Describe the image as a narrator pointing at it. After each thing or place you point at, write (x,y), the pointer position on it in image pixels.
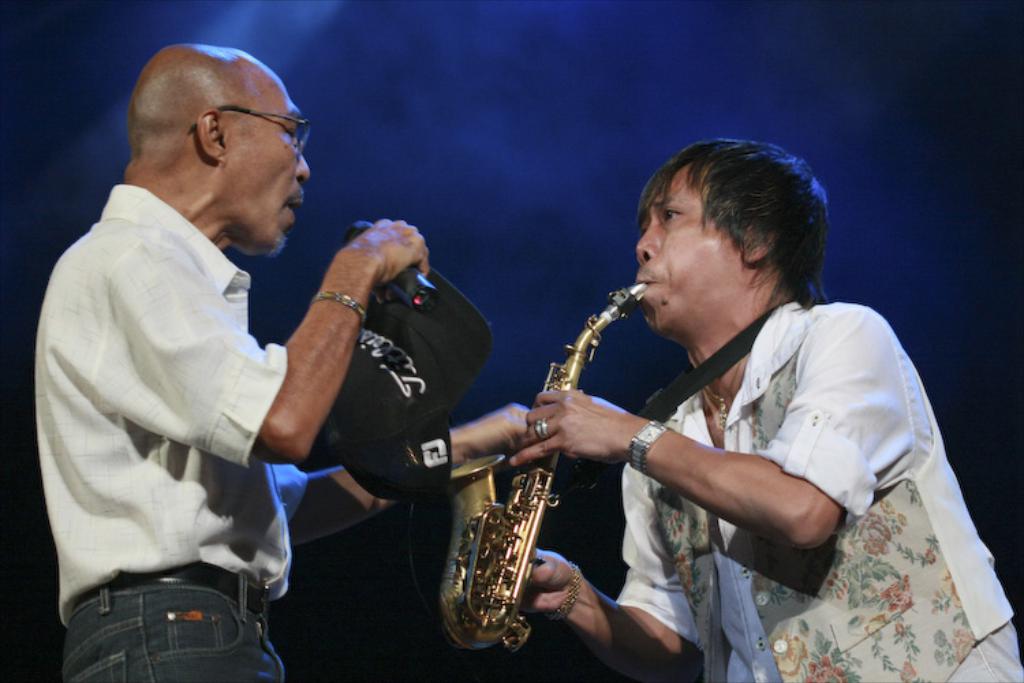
In this image there is a person (185,470) standing. He is holding a cap (411,325) and a mike (424,289). He is wearing spectacles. Right side (820,460) there is a person (812,523) holding a musical instrument (528,549). He is wearing a watch (636,442). Background (1011,287) is in blue color.
